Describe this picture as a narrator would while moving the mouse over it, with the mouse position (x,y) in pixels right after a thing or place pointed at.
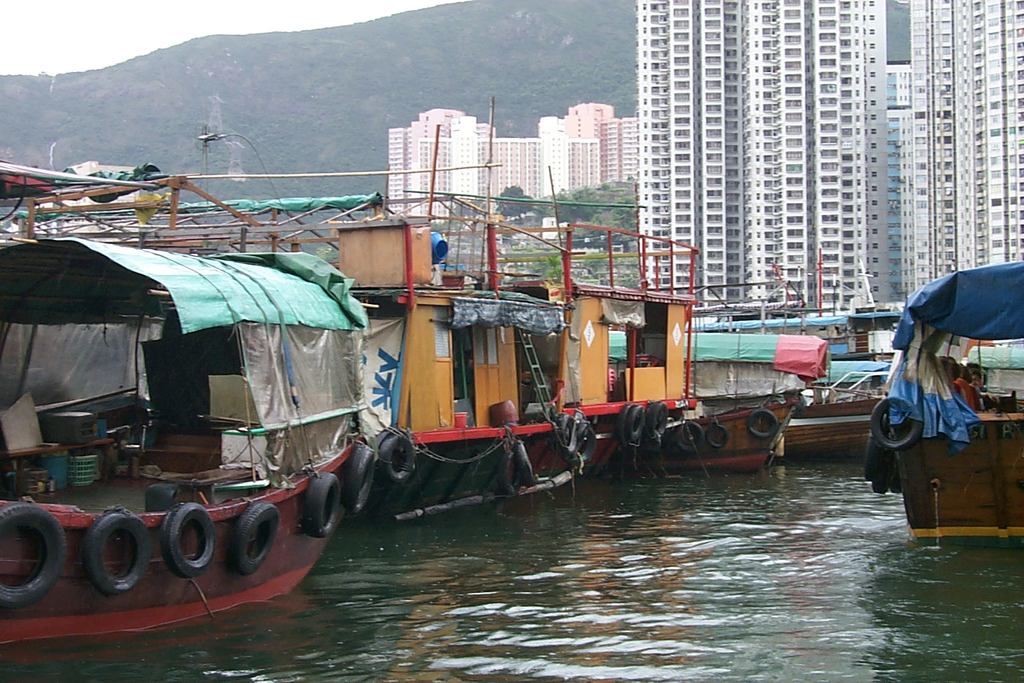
In this image few boats (766,420) are on the water (716,568). Right side (711,207) there are few buildings (649,272) and trees (577,215). Left side (314,106) there is a hill (229,89). Left top there is sky (143,53). Left side (23,578) there is a boat (100,471) having few object (108,447) in it.
